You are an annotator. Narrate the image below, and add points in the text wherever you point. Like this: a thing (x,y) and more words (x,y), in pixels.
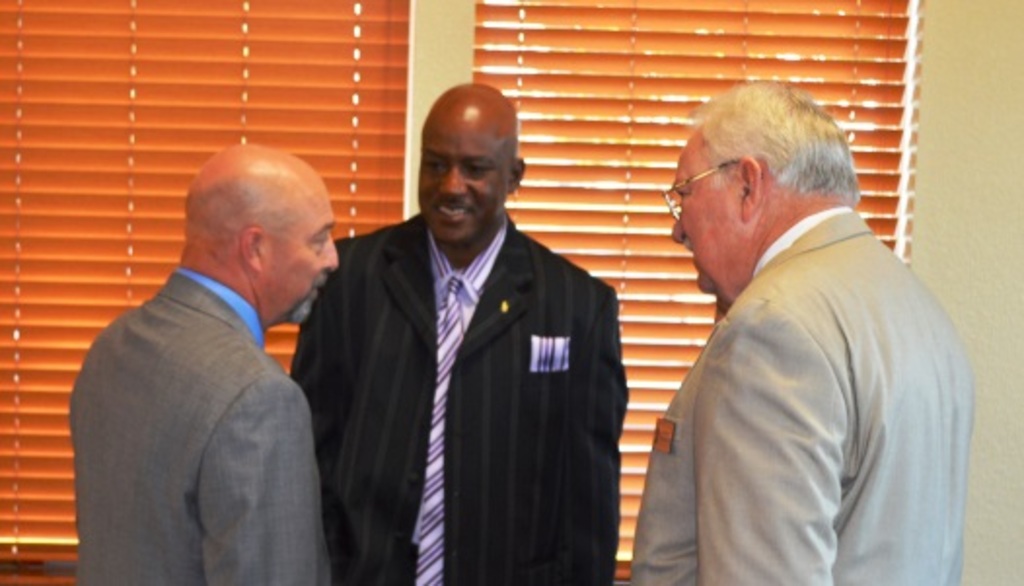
In this image I can see three men (310,359) and I can see they all are wearing formal dress (489,353). I can see smile (460,203) on his face (475,228) and here I can see he is wearing specs (672,204). In the background (285,120) I can see brown colour window blinds (676,33).
